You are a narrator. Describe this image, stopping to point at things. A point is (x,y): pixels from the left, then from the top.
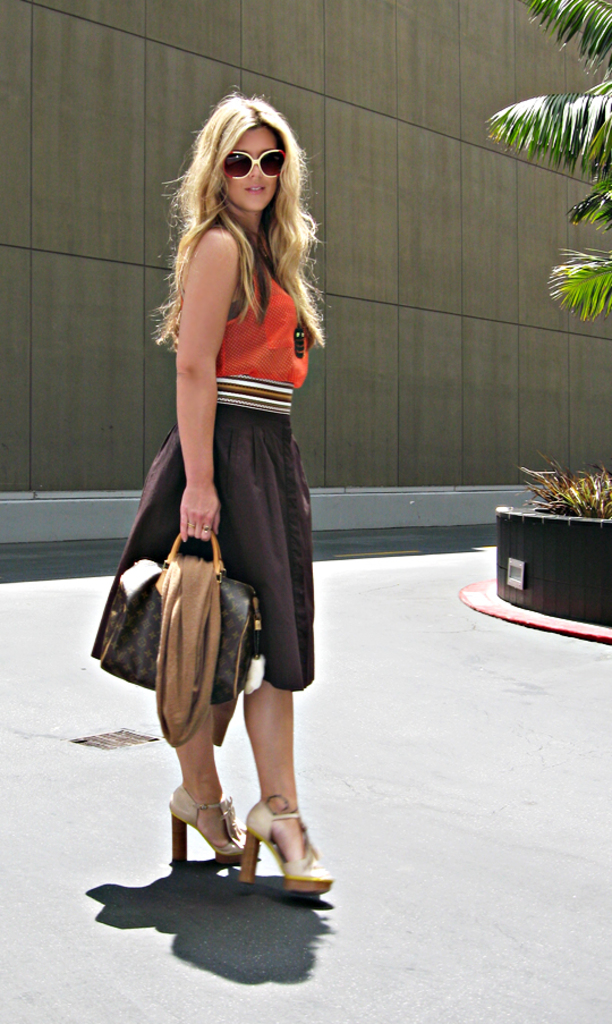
Here we can see a woman (277,740) standing with a hand bag (248,657) in her hand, wearing goggles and on the right side (563,36) we can see trees (591,272) and plants (611,510) present.
